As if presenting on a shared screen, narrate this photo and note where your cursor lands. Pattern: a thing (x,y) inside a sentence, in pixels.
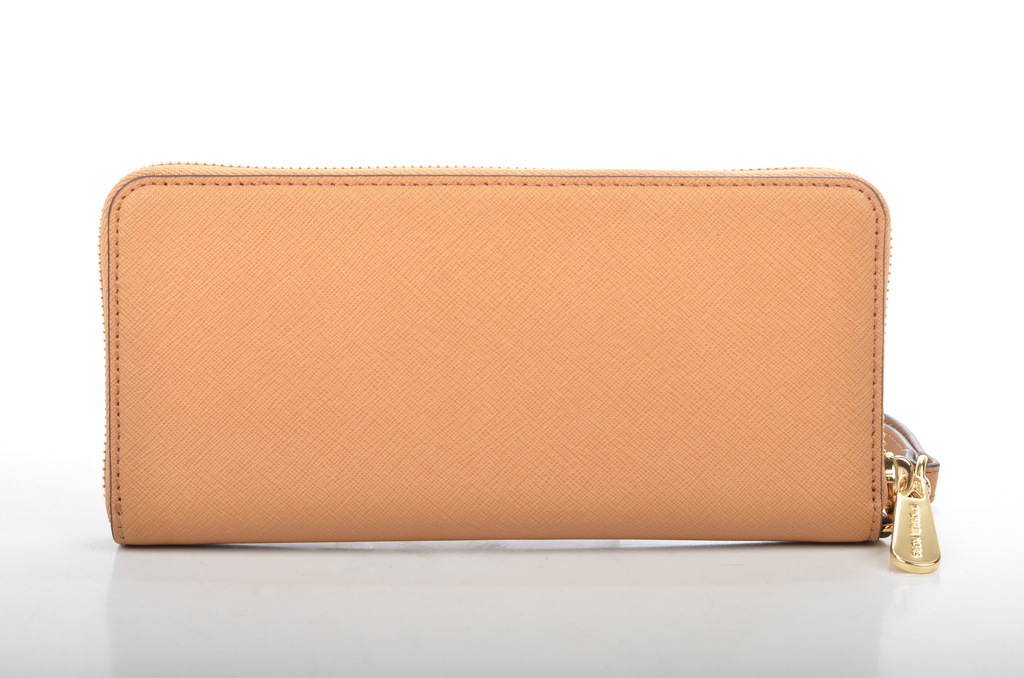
In this picture we can see an orange color purse (247,409) placed on a white platform (435,558).
